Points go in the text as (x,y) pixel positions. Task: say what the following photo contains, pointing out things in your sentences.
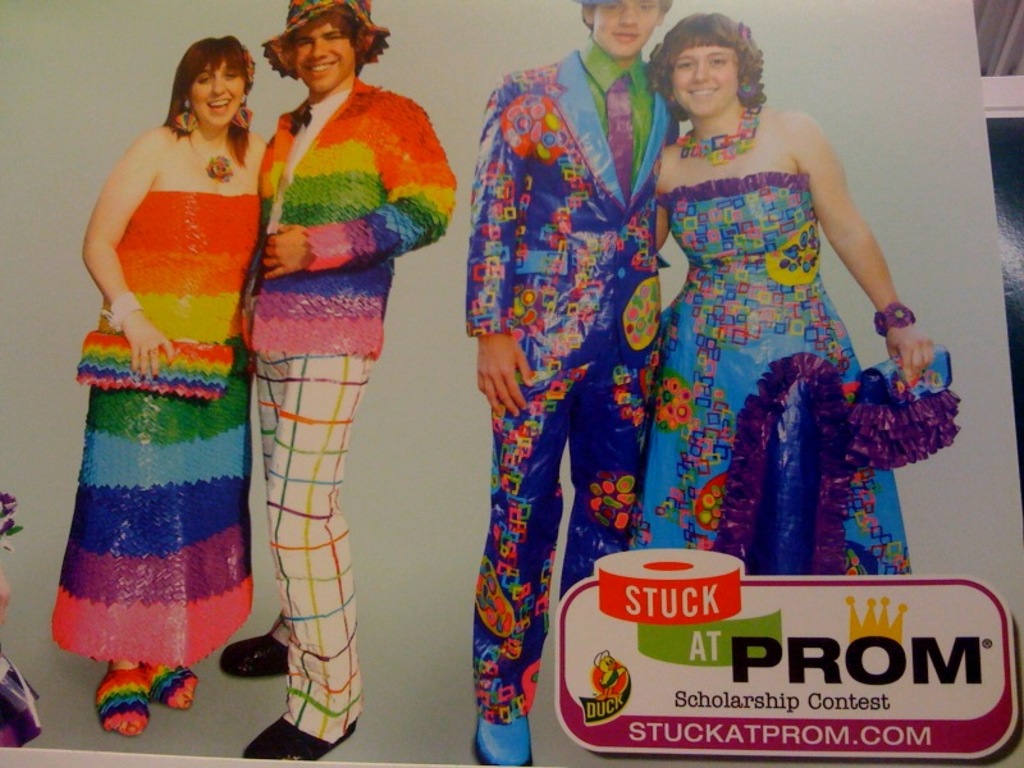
In this picture we can see a hoarding (919,468), we can see four persons (339,234) are standing and smiling, there is some text (765,698) at the right bottom of the hoarding (738,639).
